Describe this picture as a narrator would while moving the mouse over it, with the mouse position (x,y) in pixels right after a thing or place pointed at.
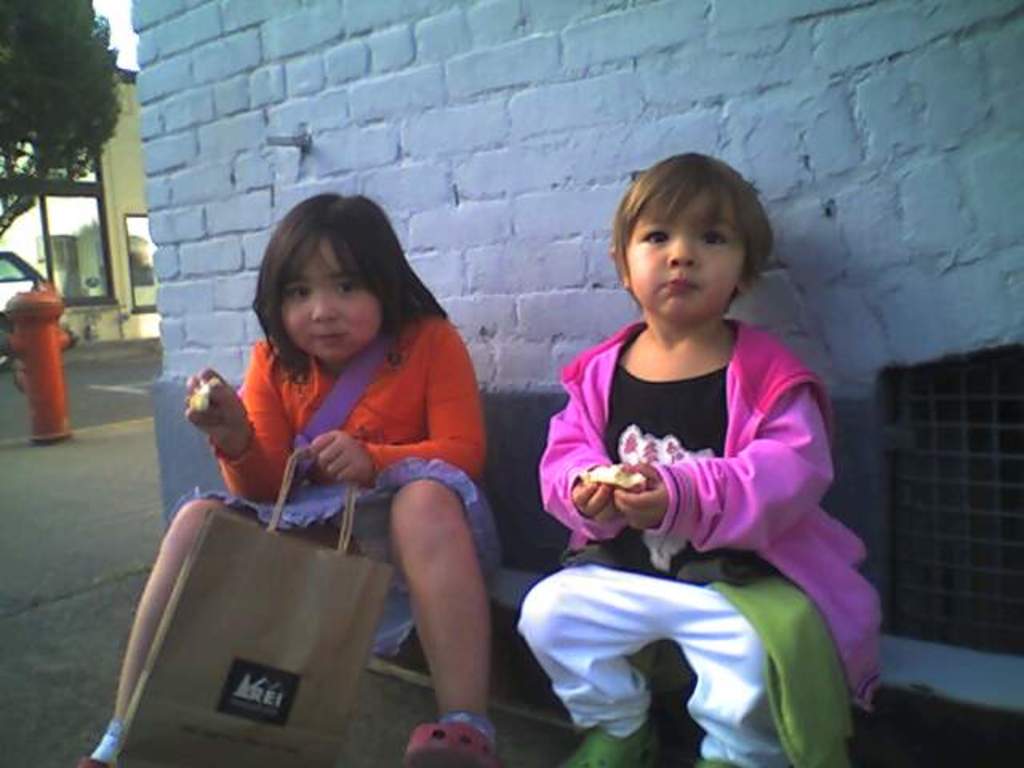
In this picture I can see there are two girls (664,639) sitting here and they are eating something and there is a wall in the backdrop (770,1) and there are trees (106,105), building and the sky (124,64) is clear.
